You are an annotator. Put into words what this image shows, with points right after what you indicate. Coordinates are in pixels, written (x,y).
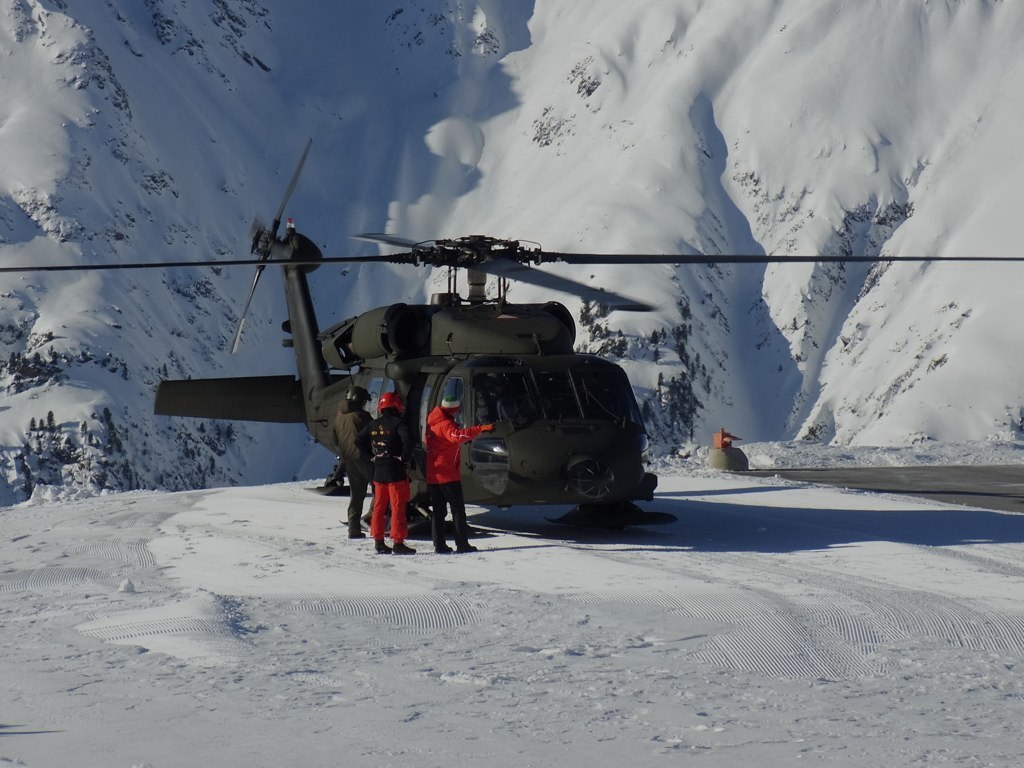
In the center of the image (515,383) we can see a helicopter (450,370) and there are people (383,456). In the background (640,114) there is a mountain (571,99). At the bottom (403,683) there is snow (653,632).
